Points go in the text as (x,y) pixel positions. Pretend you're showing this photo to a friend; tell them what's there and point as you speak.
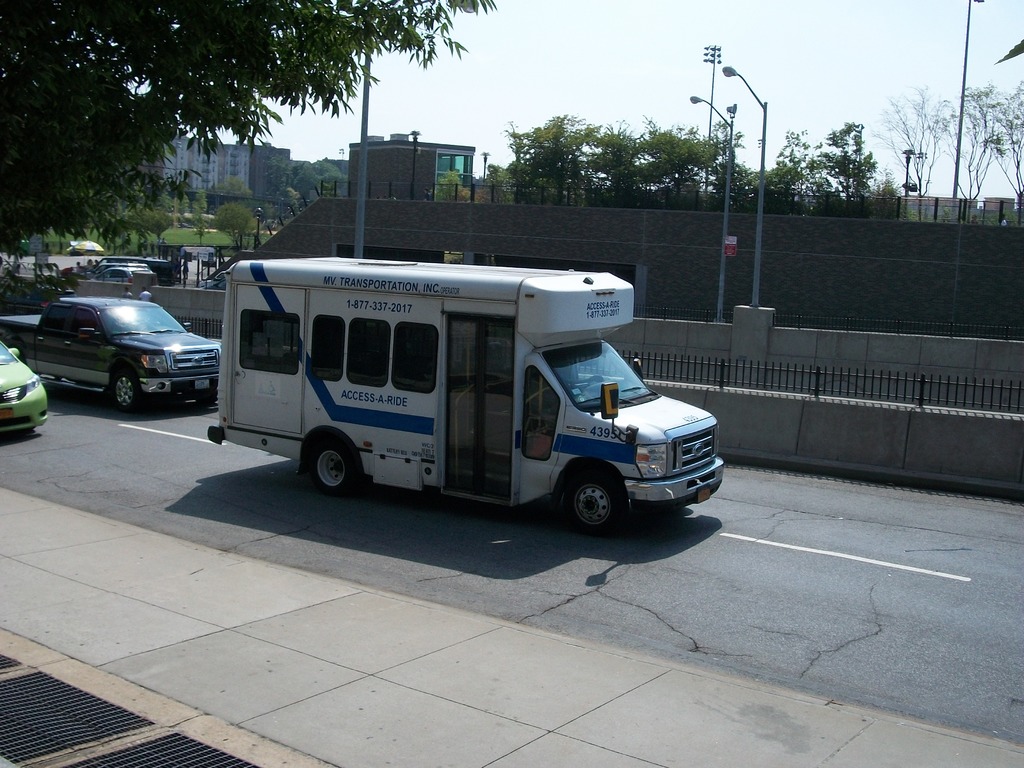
In this picture we can observe some vehicles (259,348) moving on the road (550,536). There are some street light poles (731,155). We can observe trees (688,144) and buildings (253,151). In the background (551,108) there is a sky (606,82).
